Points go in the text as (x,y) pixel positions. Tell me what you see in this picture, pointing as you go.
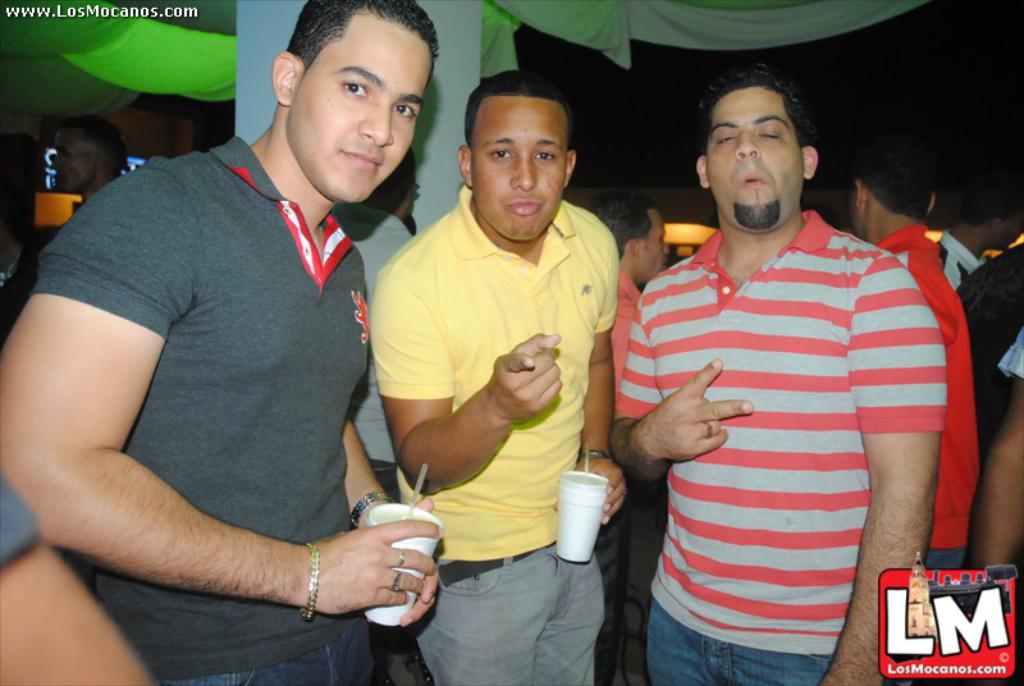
At the top (63,11) and bottom portion of the picture (896,599) we can see watermarks (889,670). In the background (262,30) we can see the people (1012,222) and few objects (5,41). In this picture we can see the men (545,679) wearing t-shirts (692,624) and among them two men (562,349) are holding glasses (567,508) in their hands (387,577). We can see drinking straws (414,502) in the glasses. They are giving a pose.
